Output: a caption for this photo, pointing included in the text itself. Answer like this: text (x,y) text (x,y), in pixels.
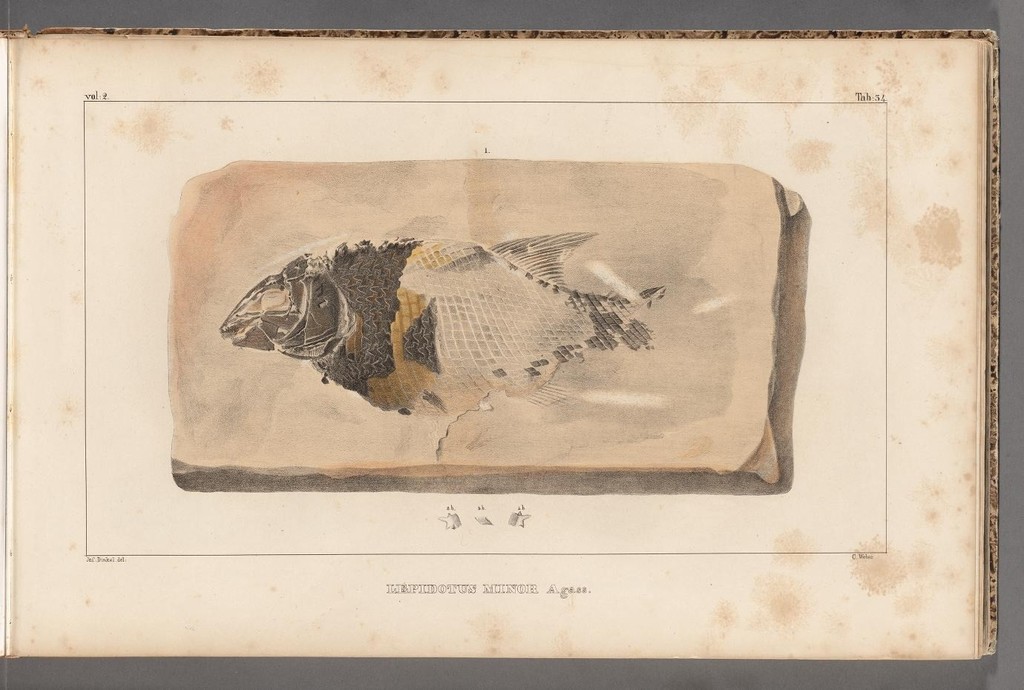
In the image there is a part of a fish (303,356) on a paper (983,391).
